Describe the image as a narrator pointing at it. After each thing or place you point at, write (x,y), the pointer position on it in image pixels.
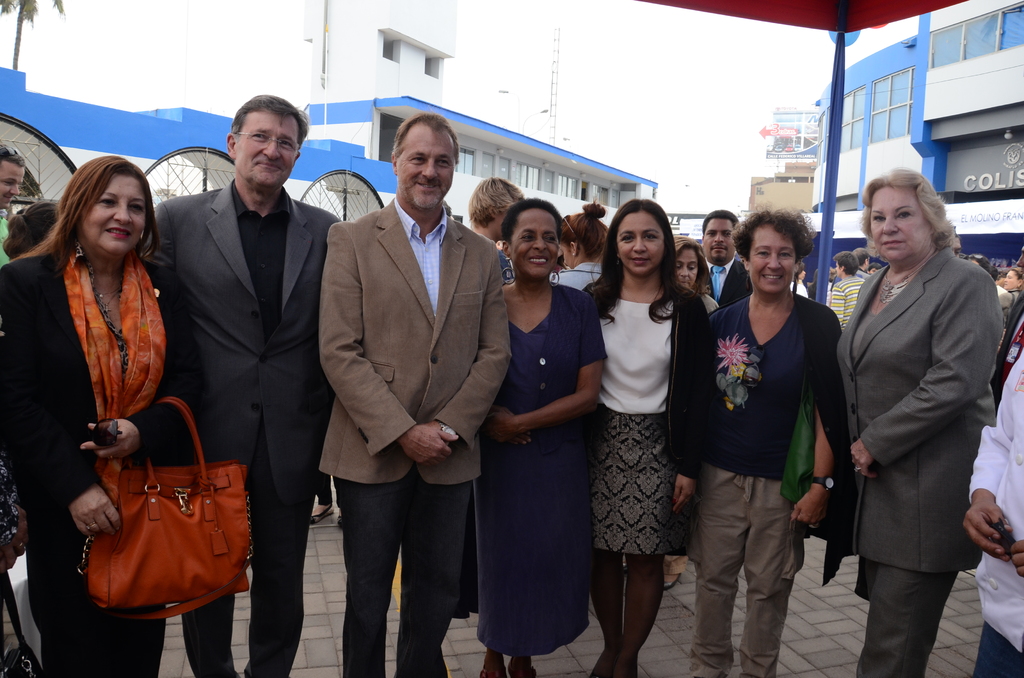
This picture shows few buildings (901,139) and we see few people (331,216) standing and a woman (97,414) holding a bag (151,540) in her hand (104,506) and we see a tree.
